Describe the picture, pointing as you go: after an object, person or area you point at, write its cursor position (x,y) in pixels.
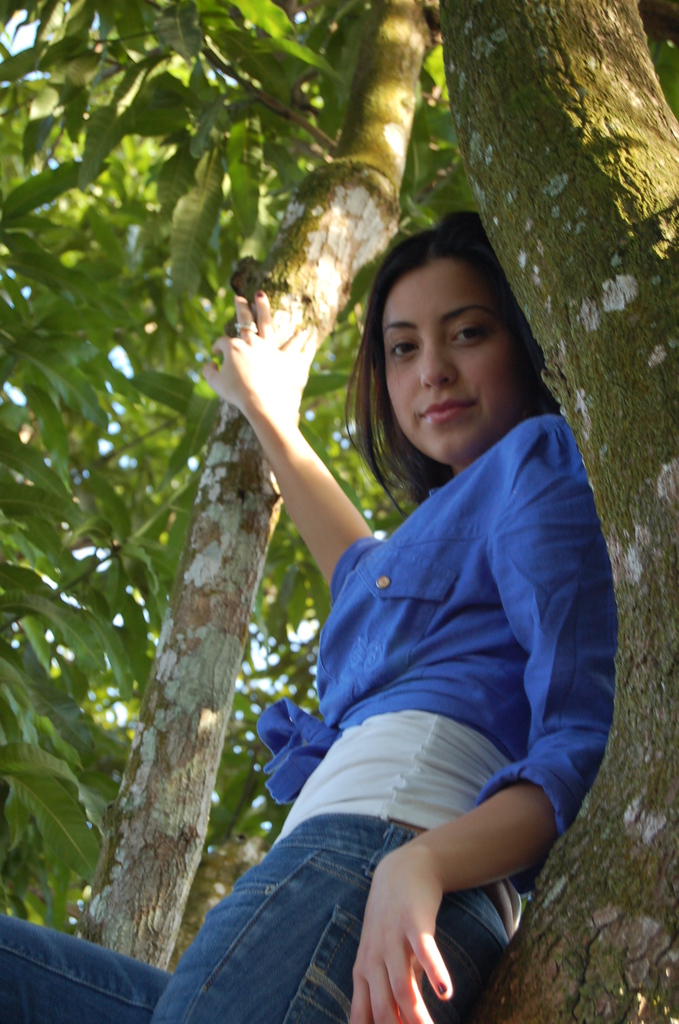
In the image there is a woman (386,690) posing for the photo and she is leaning towards a tree trunk (611,884) and holding another trunk of a tree (227,490) with her right hand (276,350).
